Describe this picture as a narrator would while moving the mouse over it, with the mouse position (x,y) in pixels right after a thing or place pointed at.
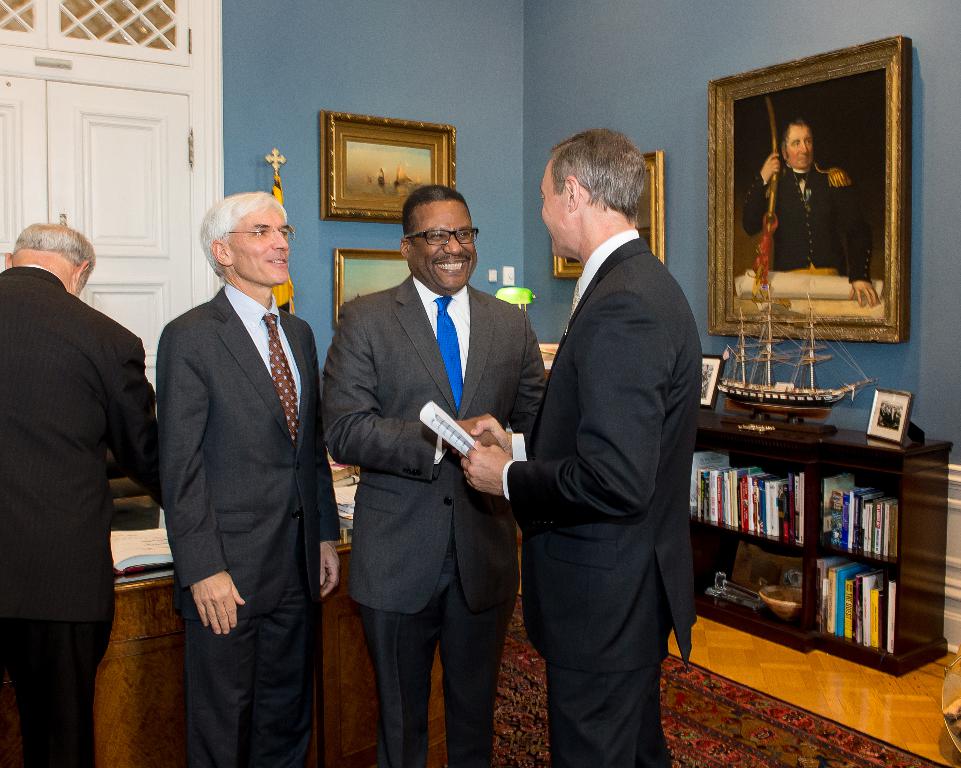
In this image, we can see some men (499,641) standing, there is a wall (883,2) and we can see some photos (825,336) on the wall (886,26), we can see the white color door (99,163).
